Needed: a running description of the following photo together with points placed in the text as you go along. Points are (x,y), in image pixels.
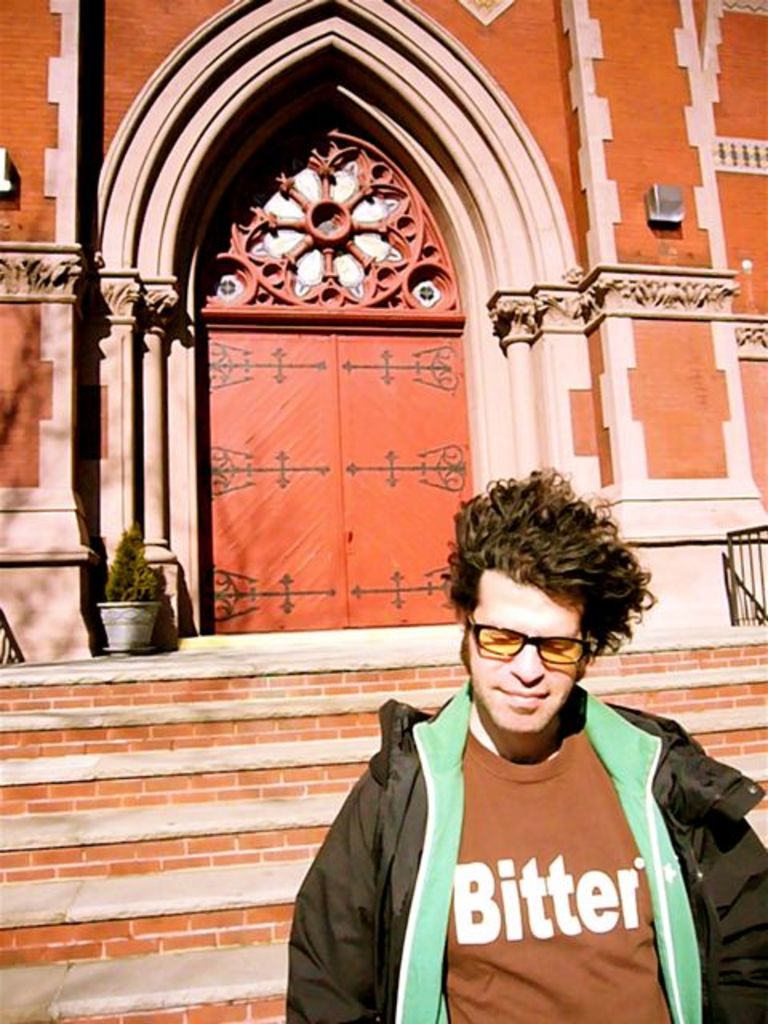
On the right side (656,768), there is a person (492,553) in a jacket (395,898) wearing a spectacle (554,648). In the background (283,888), there are steps (239,757) of a building (394,541) which is having doors (394,412) and pillars (679,354) and there is a pot plant (149,610) on the floor (162,650).
